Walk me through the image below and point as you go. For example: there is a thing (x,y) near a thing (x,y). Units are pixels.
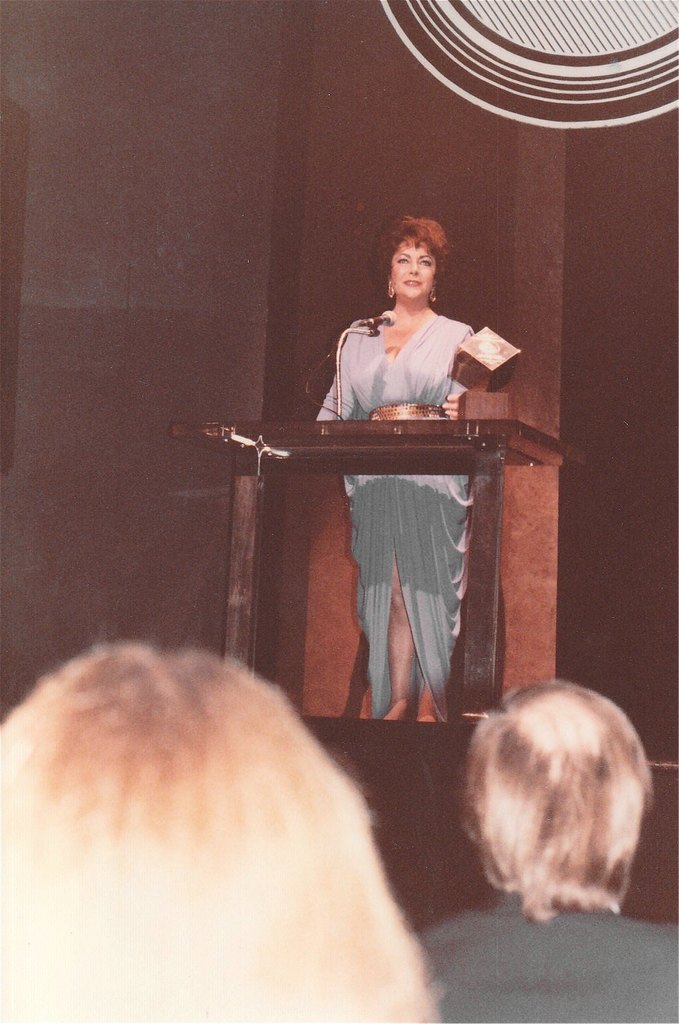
In this image we can see a person (354,555) standing in front of a podium (482,455) and behind the person (382,408) we can see a wall (355,234). At the bottom (147,889) we can see two persons (560,857).
